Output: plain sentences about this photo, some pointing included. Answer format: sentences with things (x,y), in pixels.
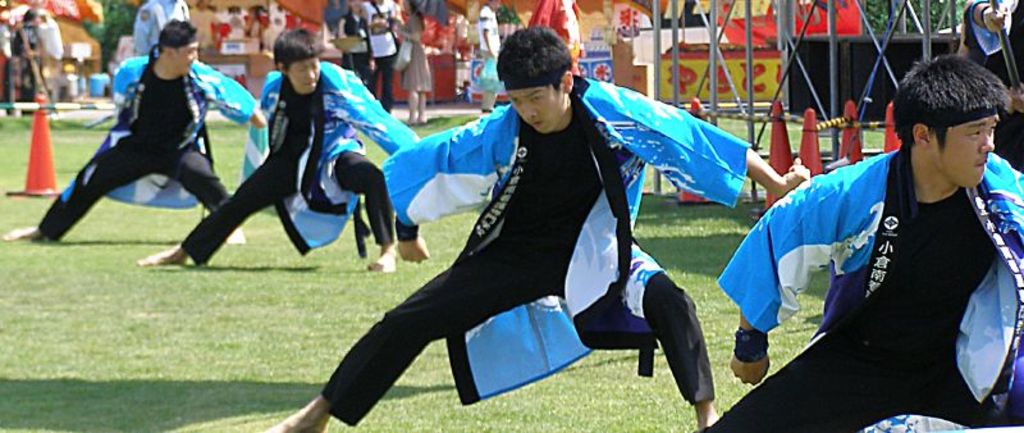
In the background (822,65) we can see the people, stalls (58,17) and few objects (822,11). In this picture we can see the man (456,134) in the same attire (417,208) and same position. On the green grass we can see the traffic cones (39,104). We can see the pole (674,22), rods (808,22). On the right side of the picture (1011,22) we can see a person (1009,26) holding a black pole (1006,48) in the hands (994,22).
